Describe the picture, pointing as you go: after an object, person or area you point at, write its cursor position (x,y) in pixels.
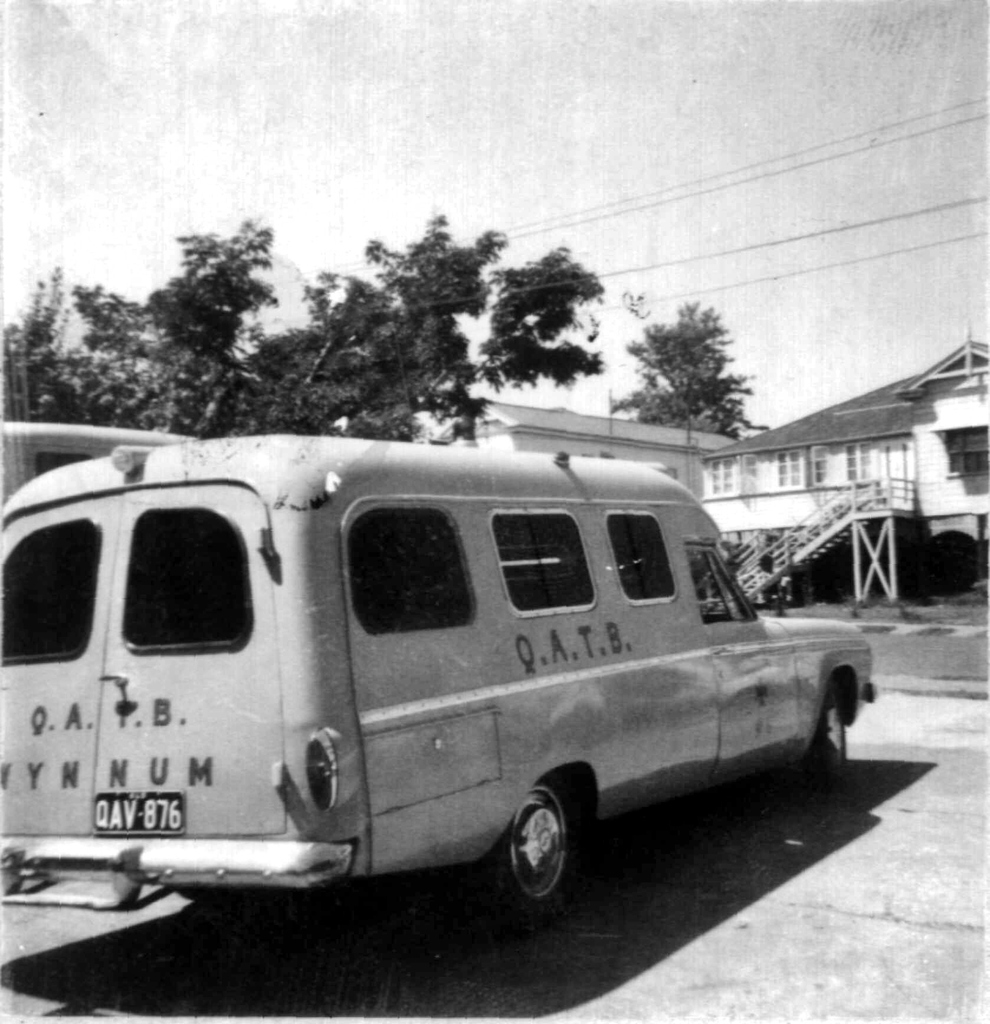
This is a black and white image, where there are vehicles (61,431) on the road (938,639), houses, trees (451,416), and in the background (506,124) there is sky (359,160).
